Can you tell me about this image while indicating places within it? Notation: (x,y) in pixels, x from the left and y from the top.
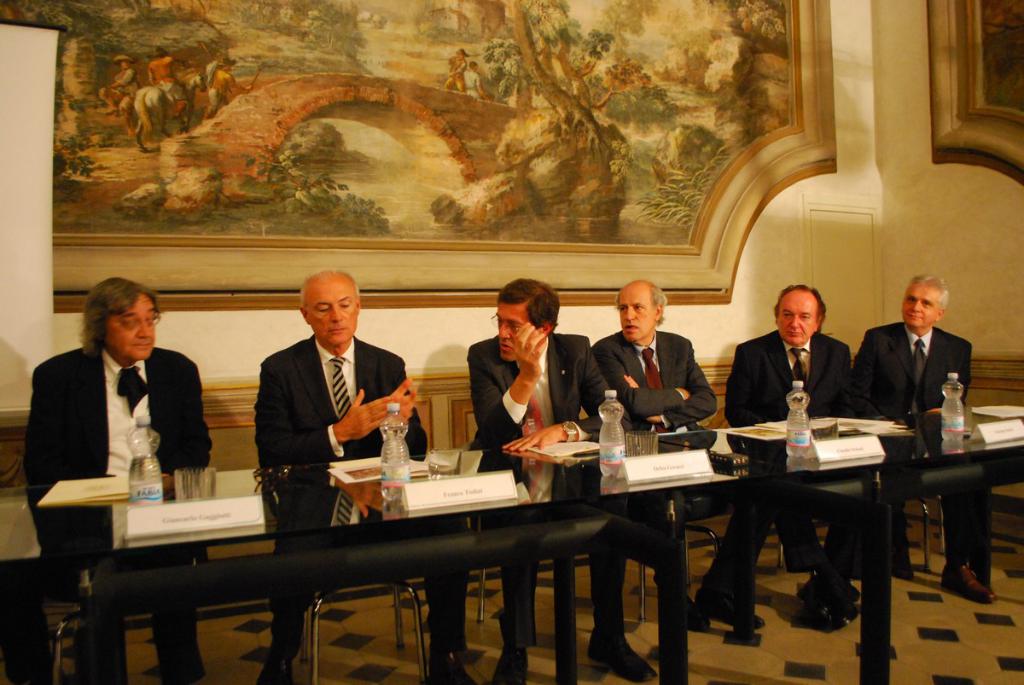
In this image there are group of persons (526,394) who are wearing suits (303,409) sitting on the chairs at the foreground of the image (948,406) there are bottles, glasses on top of the table (62,530) and at the background of the image (372,157) there is a painting (465,89) attached to the wall (795,193).
